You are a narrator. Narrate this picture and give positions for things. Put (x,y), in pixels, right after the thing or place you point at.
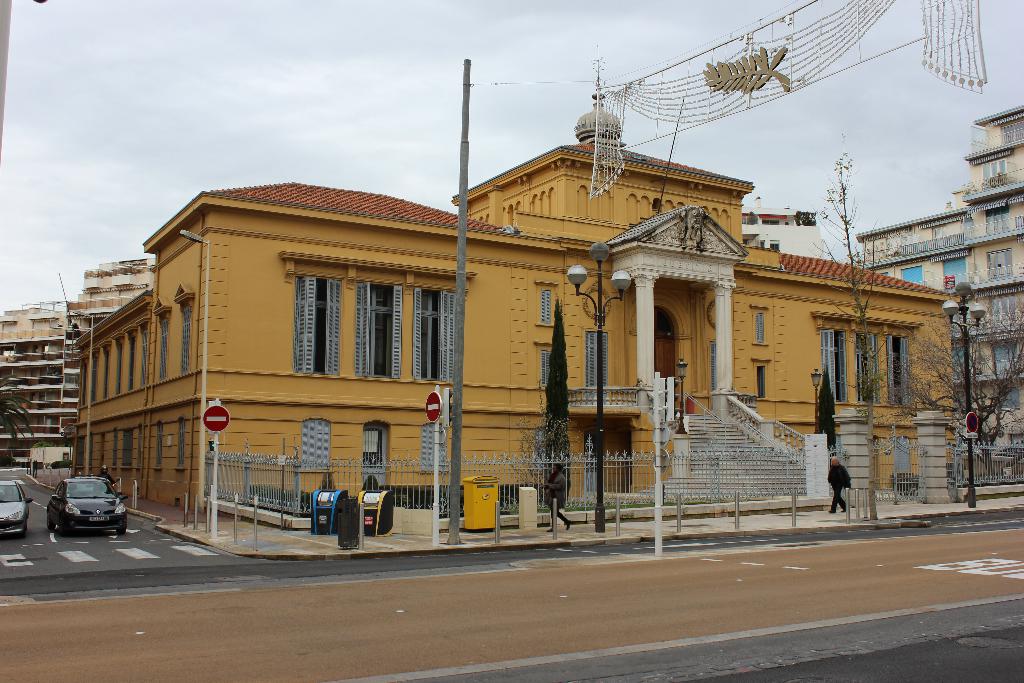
In this picture I can see the roads (189,547) in front (428,619), on which there are 2 cars (67,505) on the left (53,508) and in the middle of this picture (407,307) I can see the buildings (563,295), few poles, trees (561,349), few light poles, few mailboxes (369,525) and 2 persons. In the background (10,250) I can see the sky (653,11).
